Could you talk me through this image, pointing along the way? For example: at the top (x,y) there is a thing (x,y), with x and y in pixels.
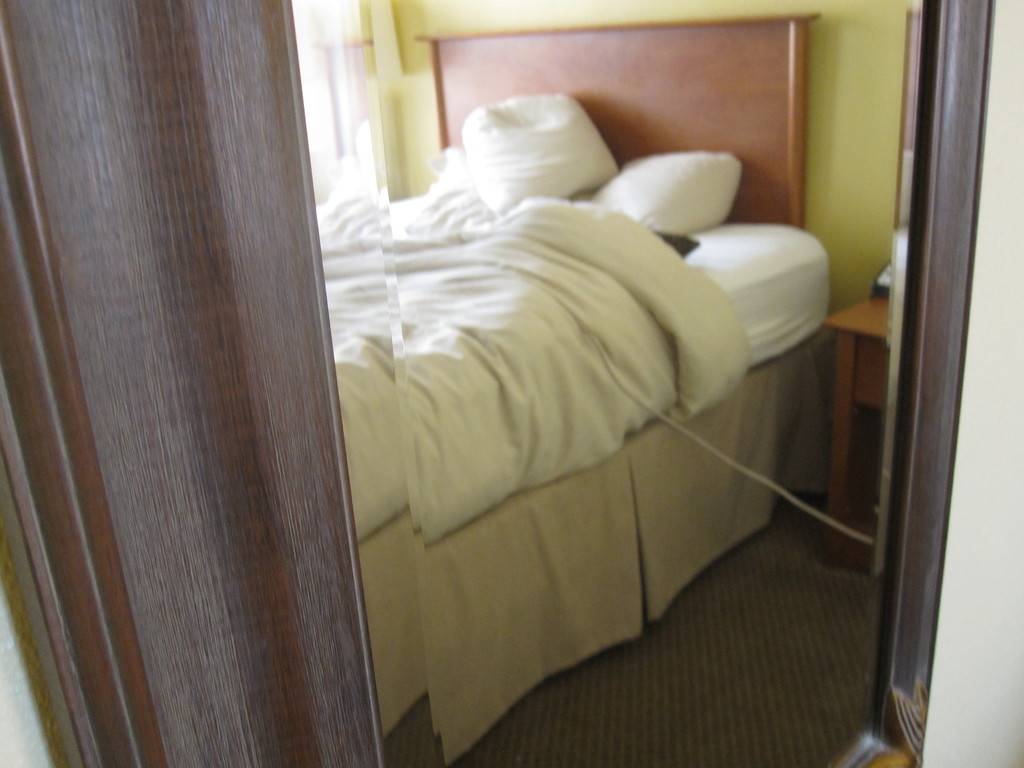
There is a bed room (520,348) in which, there is a white color bed sheet (600,215) and white color pillows (636,185) on the white color mattress (799,279). In the background (826,17), there is a yellow color wall (399,150).
